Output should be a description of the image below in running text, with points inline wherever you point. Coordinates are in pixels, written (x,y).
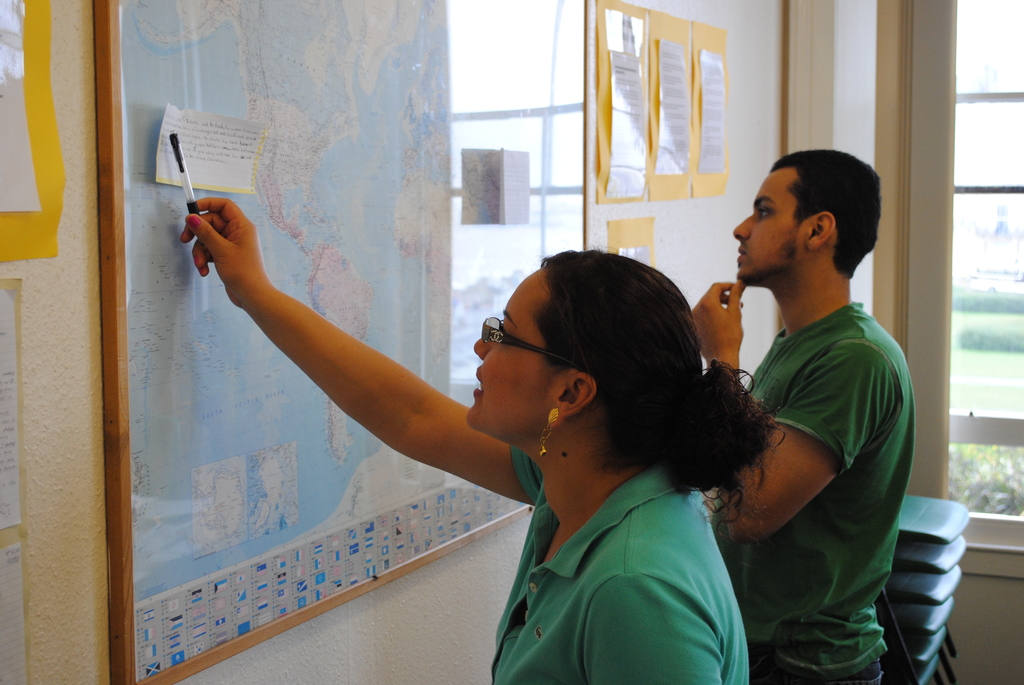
In this image we can see a man (760,563) and a woman (625,554). In front of them, we can see a map (439,181) and papers (623,175) are attached to the wall (81,641). We can see a window (960,355) and chairs (951,546) on the right side of the image (976,171).
